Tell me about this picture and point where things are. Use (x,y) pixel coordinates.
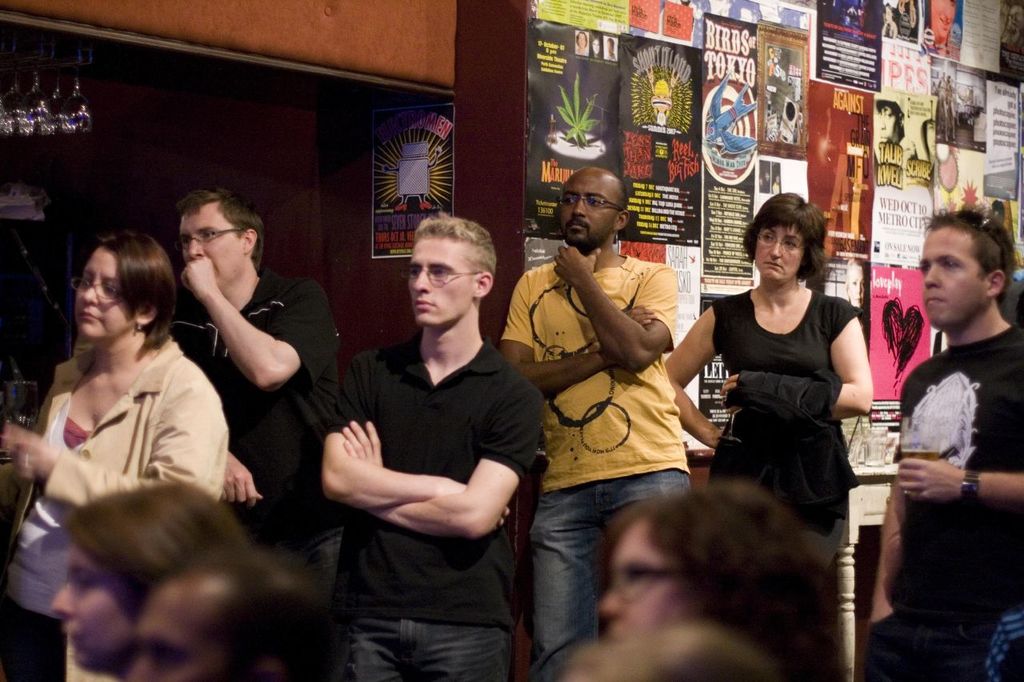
In this image I can see number of people (468,426) are standing and behind them I can see number of posters (543,134) on the wall (255,88). On the top left side of this image (21,72) I can see few glasses (75,66).
